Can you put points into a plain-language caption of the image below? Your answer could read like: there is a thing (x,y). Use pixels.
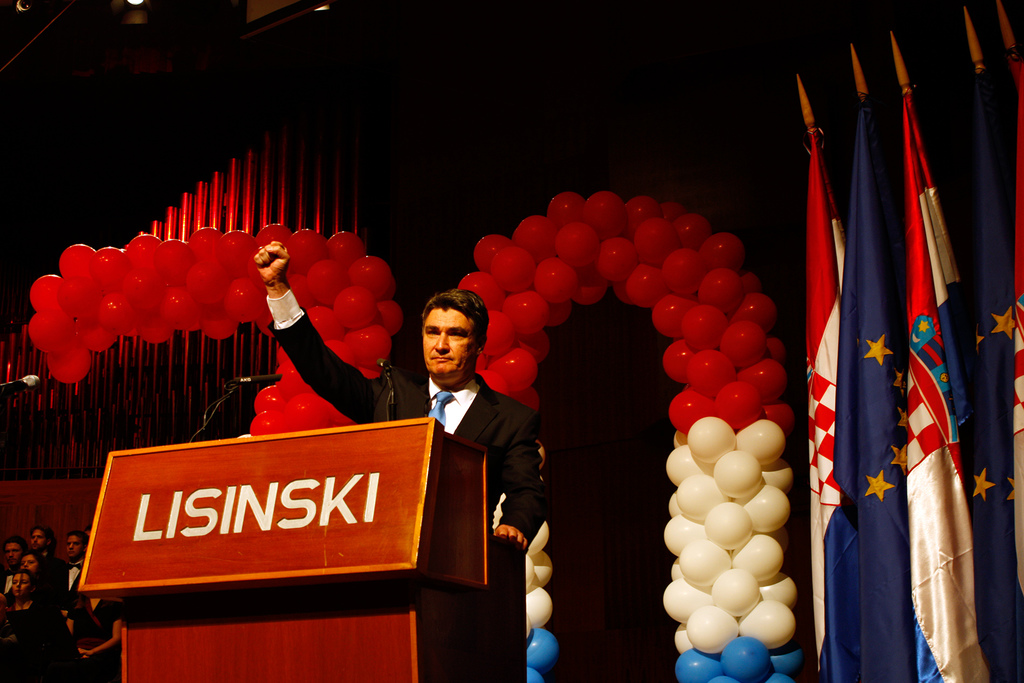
In this picture, there is a man (534,429) standing, in front of him we can see microphones (394,414) on the podium (419,632). On the right side of the image (825,495) we can see flags (1009,589). On the left side of the image (1,398) we can see microphone (8,387). In the background of the image (45,554) it is dark and we can see people (54,566) and colorful balloons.
